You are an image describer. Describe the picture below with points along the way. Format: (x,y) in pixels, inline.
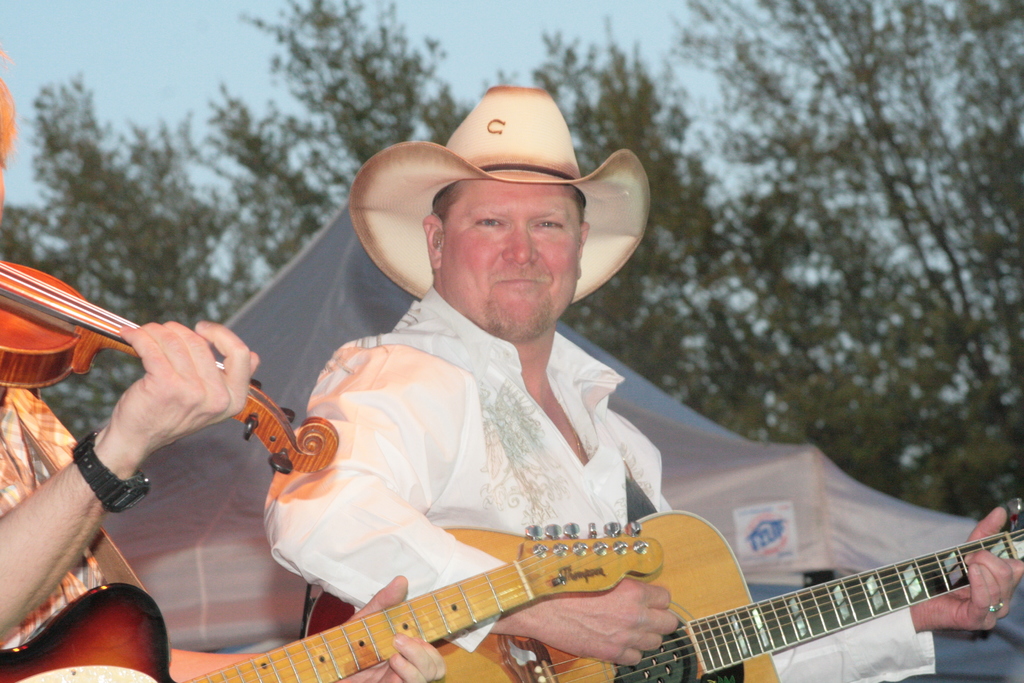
In this picture we can see man (438,337) smiling wore hat (482,154) and holding guitar (680,632) in his hand (638,631) and playing and in the background (325,287) we can see tent (302,273), tree (243,272), sky (143,75) and beside to this person (395,438) we have one more person (29,483) wore watch (84,472) and playing violin (83,329).
